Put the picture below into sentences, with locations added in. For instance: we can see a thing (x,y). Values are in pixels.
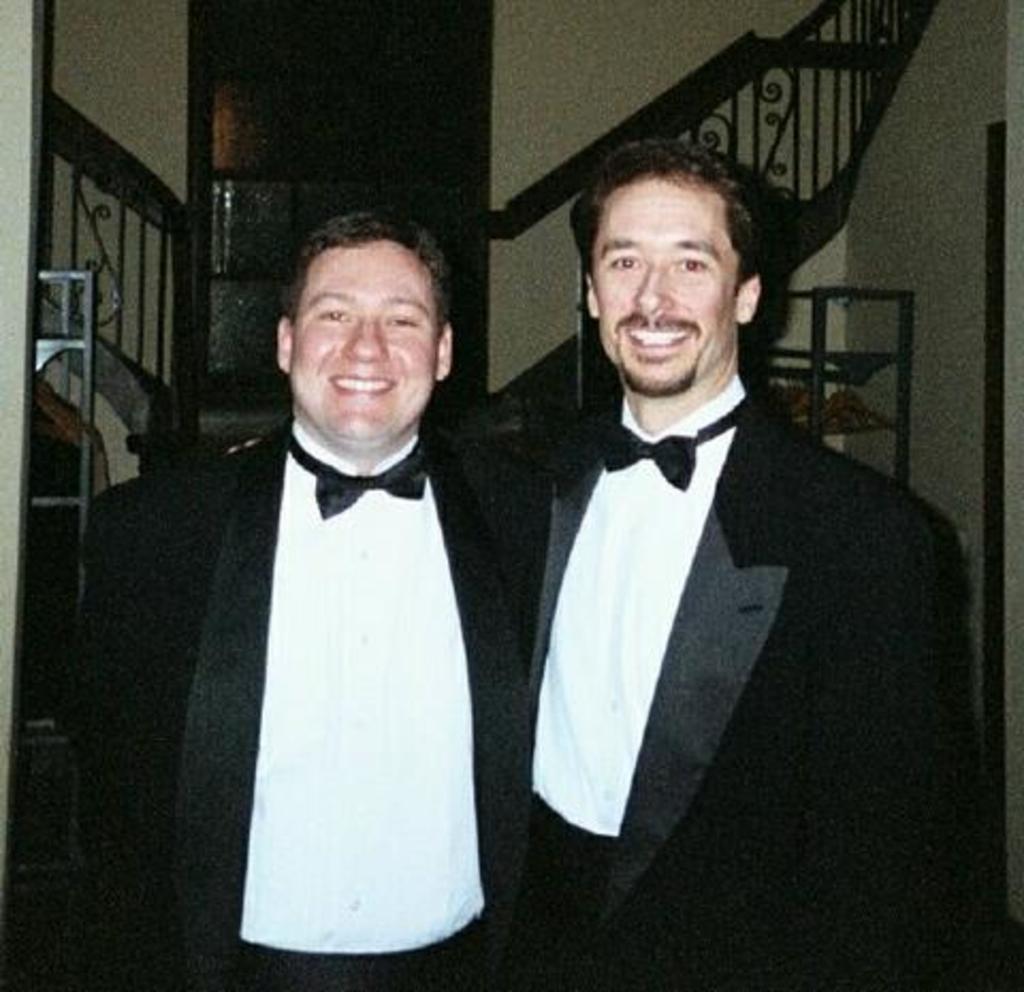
In the foreground of the picture (393,659) there are two men (592,648) wearing suits (155,579). In the center of the picture (526,397) there is staircase (674,115). On the left (81,533) there is shelf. On the right (843,293) there is an iron object (817,317). In the center of the background (304,183) there is door (264,185).
